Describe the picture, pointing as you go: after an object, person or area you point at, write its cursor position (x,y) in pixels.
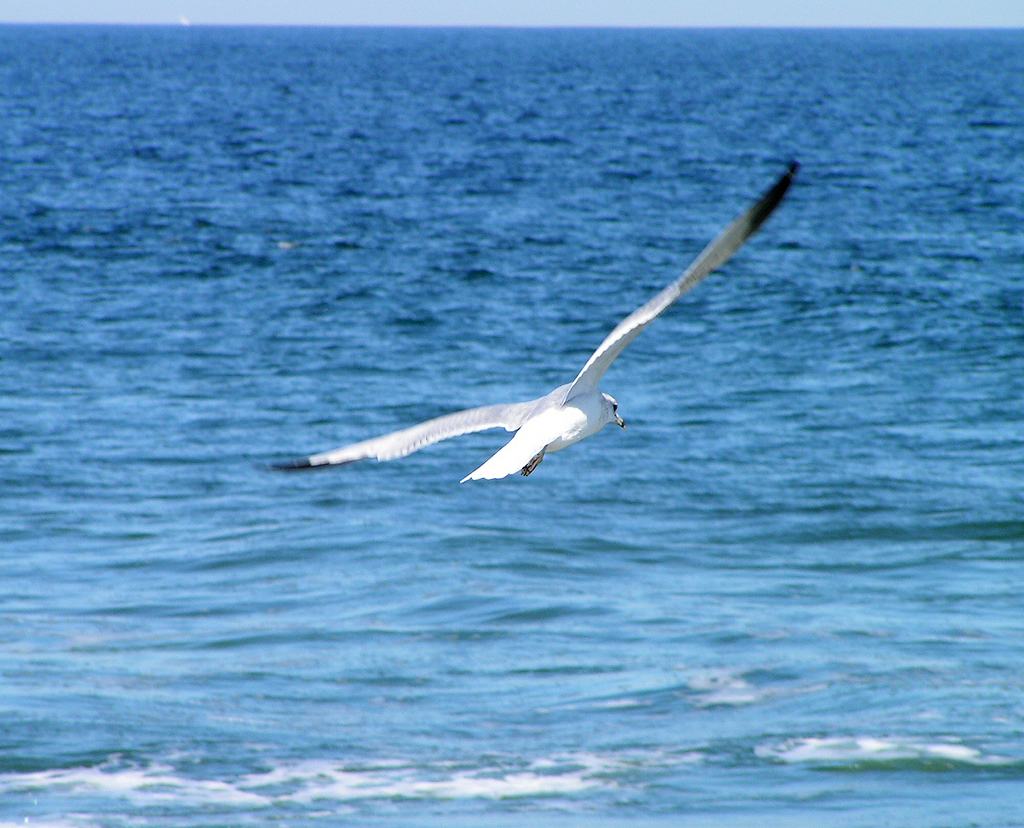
In this image we can see a bird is flying in the air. Here we can see water (494,176). At the top of the image (766,13) we can see sky (748,12).
